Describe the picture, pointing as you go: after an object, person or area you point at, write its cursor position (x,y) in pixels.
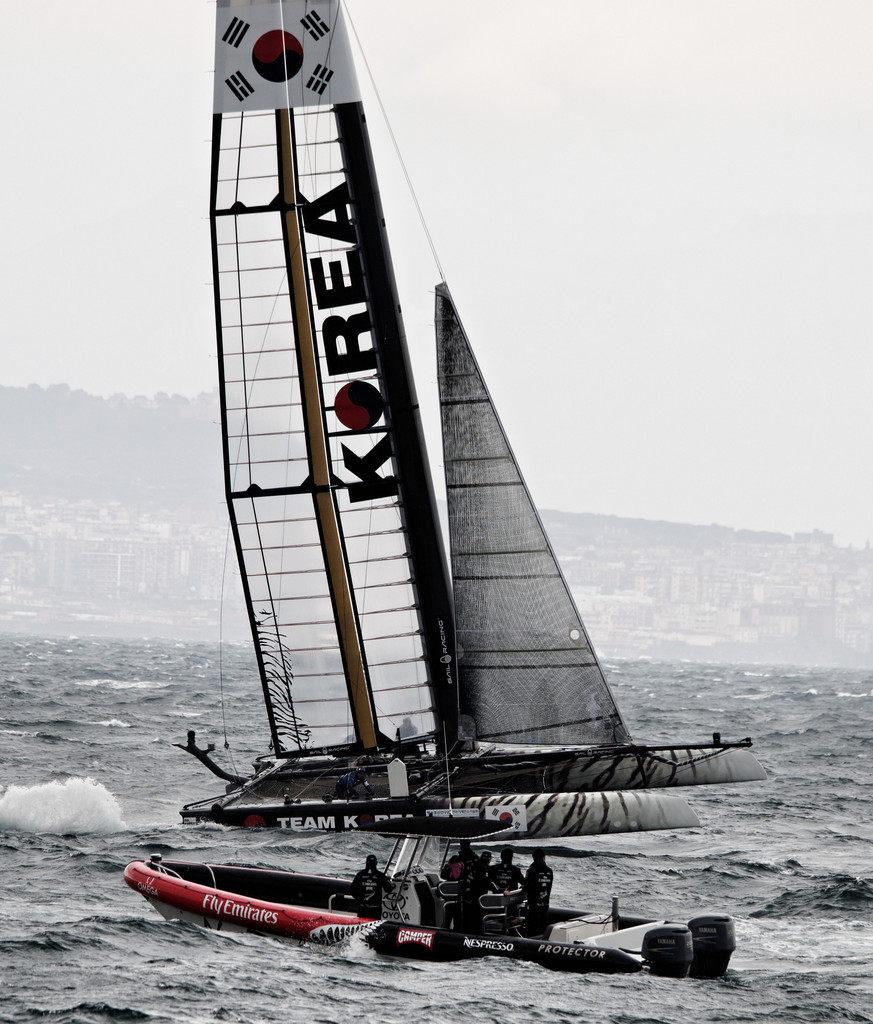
In this image, we can see few people (465,863) are sailing boats (438,844) on the water (300,854). Background (95,570) we can see buildings (837,626), trees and sky (518,222).
